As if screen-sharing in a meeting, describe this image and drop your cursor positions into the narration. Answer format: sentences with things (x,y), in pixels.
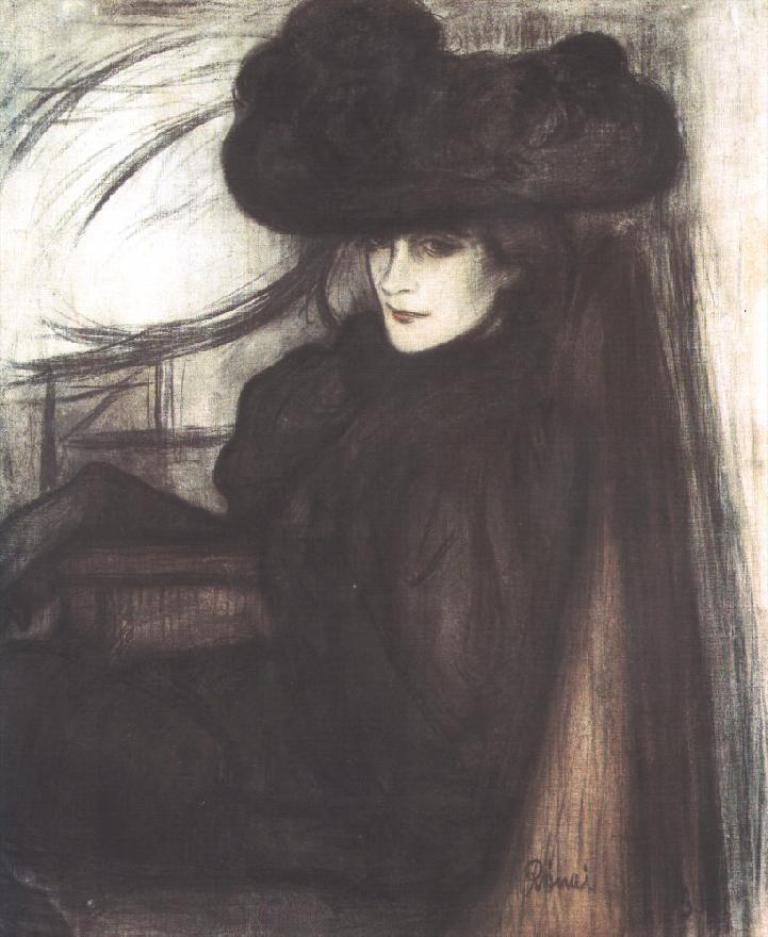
In this image, we can see a painting (453,525) of a woman (478,410) in black color.
